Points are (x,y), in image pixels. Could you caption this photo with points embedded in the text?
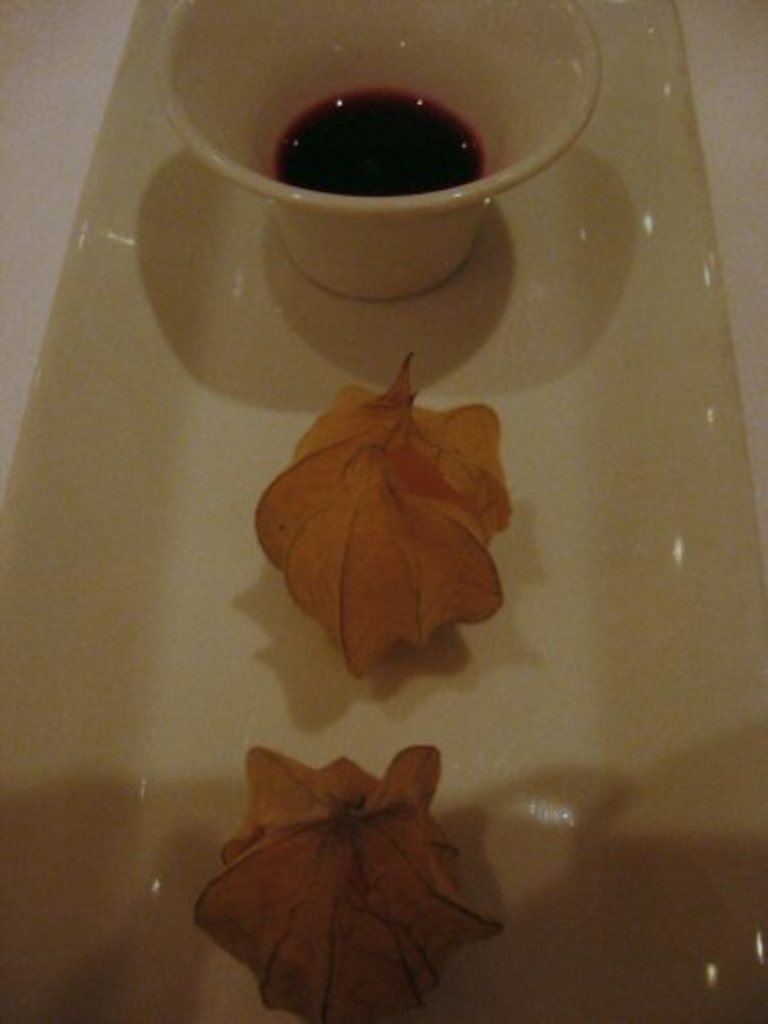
This image is taken indoors. In the middle of the image (460,453) there is a tray (575,497) with a food item (333,582) and a bowl (452,244) with sauce (387,138). The tray (680,253) is kept on the table (51,92).
